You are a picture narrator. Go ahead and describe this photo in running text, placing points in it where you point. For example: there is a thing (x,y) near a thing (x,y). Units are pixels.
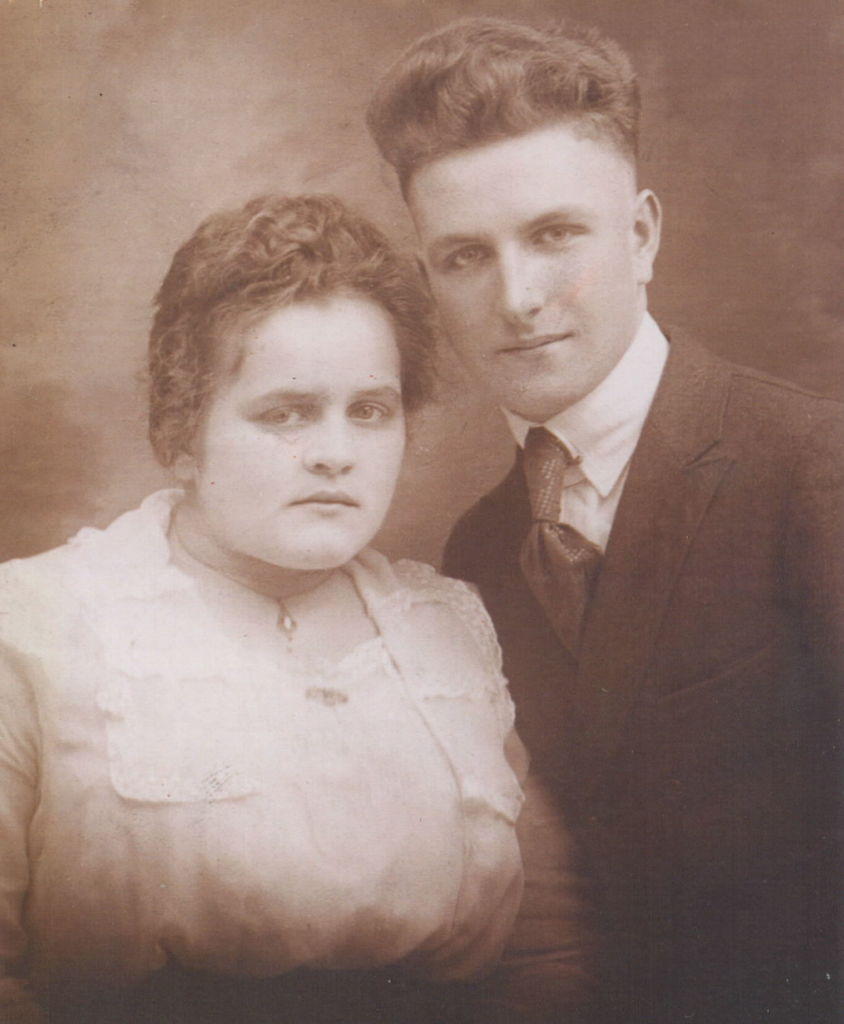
In this image we can see a photo (294,705) of two persons (328,620).
